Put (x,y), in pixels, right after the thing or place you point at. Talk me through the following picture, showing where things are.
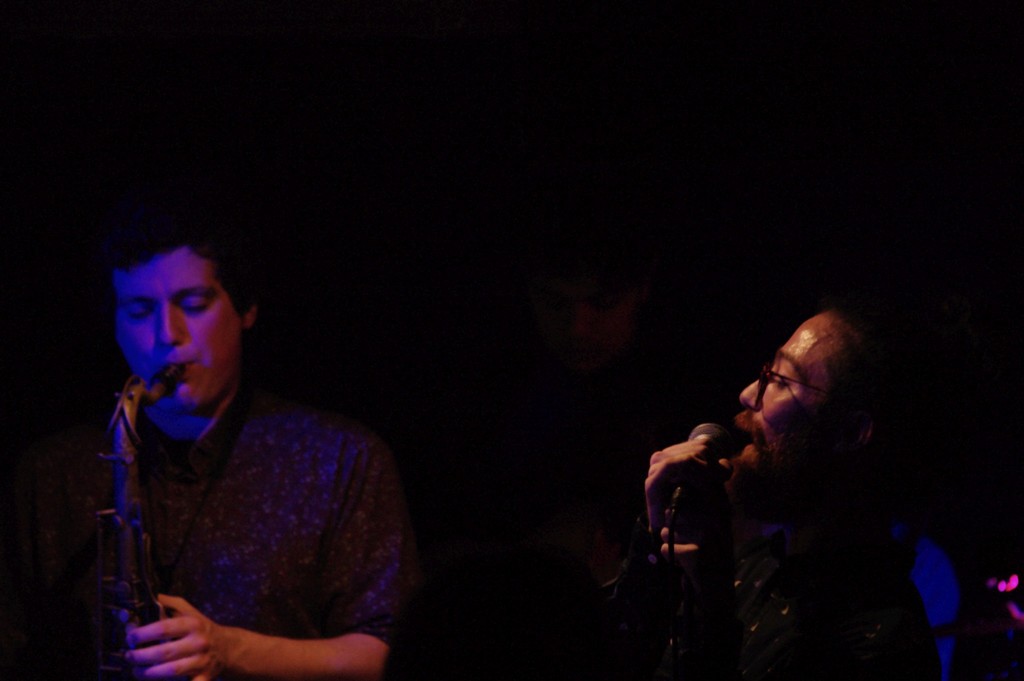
In the picture we can see a two men (763,434), one is holding a musical instrument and playing it and in the back side (748,337) there is a dark.
